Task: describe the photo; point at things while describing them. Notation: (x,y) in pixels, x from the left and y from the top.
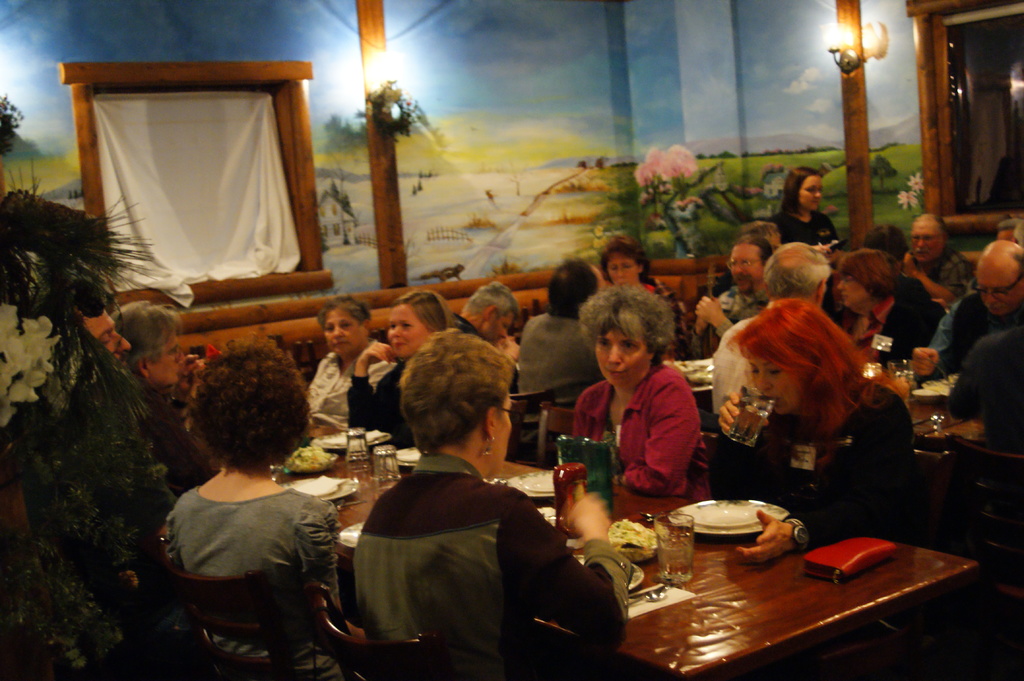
In this picture there are group of people (341,318) those who are sitting around the dining table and there is a window (307,121) at the left side of the image (313,225) and there is a painting (743,22) on the walls (878,106), people (630,261) those who are sitting on the chairs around the dining table (928,429), they are eating their food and there is a plant (45,283) at the left side of the image (39,330).
